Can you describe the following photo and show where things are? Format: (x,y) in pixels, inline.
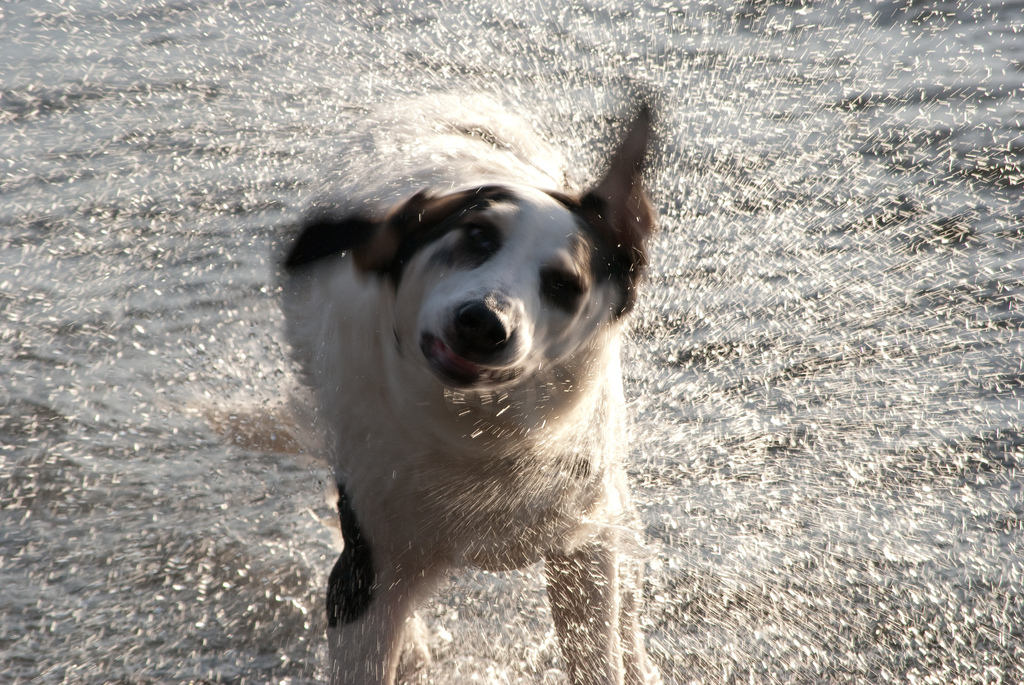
The picture consists of an animal (372,347). In this picture we can see water (928,159) and water droplets (880,480).
